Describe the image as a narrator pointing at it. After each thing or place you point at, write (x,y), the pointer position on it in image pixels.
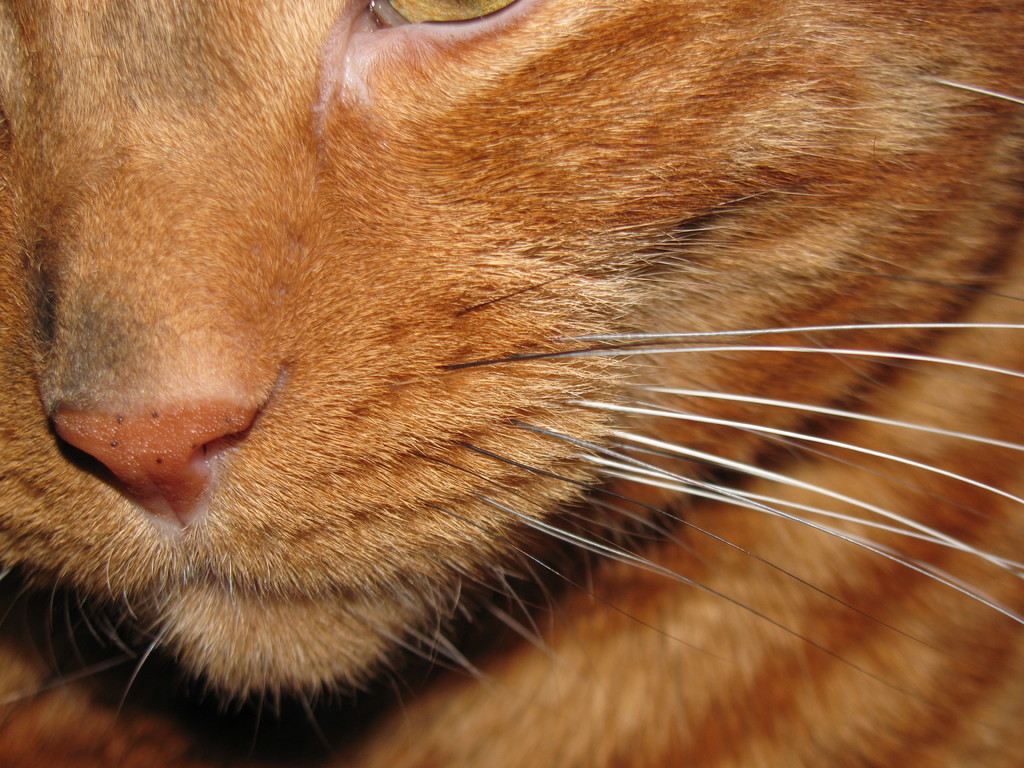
In this image, I think this is a cat (517,628), which is light brown in color. I can see a nose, whiskers (712,482) and an eye (384,16) of a cat (605,228).
